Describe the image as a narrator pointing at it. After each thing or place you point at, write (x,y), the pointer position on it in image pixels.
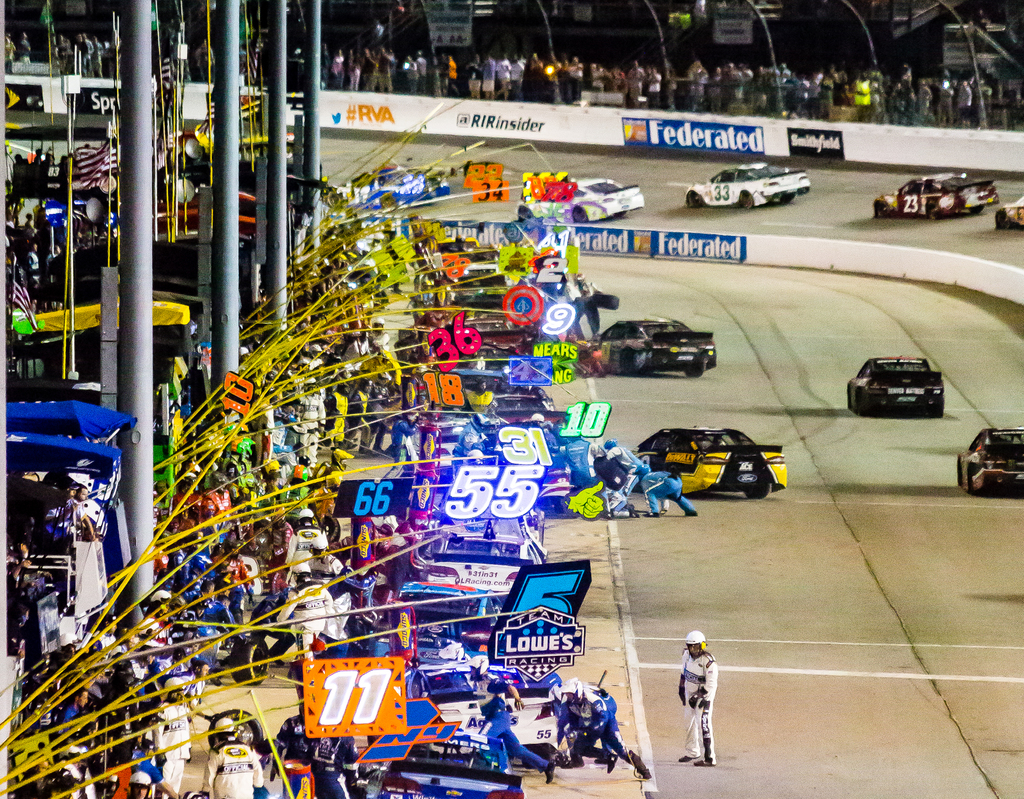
In this image in the center (459,444) there are cars (452,591) and there are persons (342,399) and there are objects (236,623) which are yellow in colour. On the left side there are tents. In the background (395,116) there are banners (517,128) with some text (655,127) written on it and there are persons (524,61).
